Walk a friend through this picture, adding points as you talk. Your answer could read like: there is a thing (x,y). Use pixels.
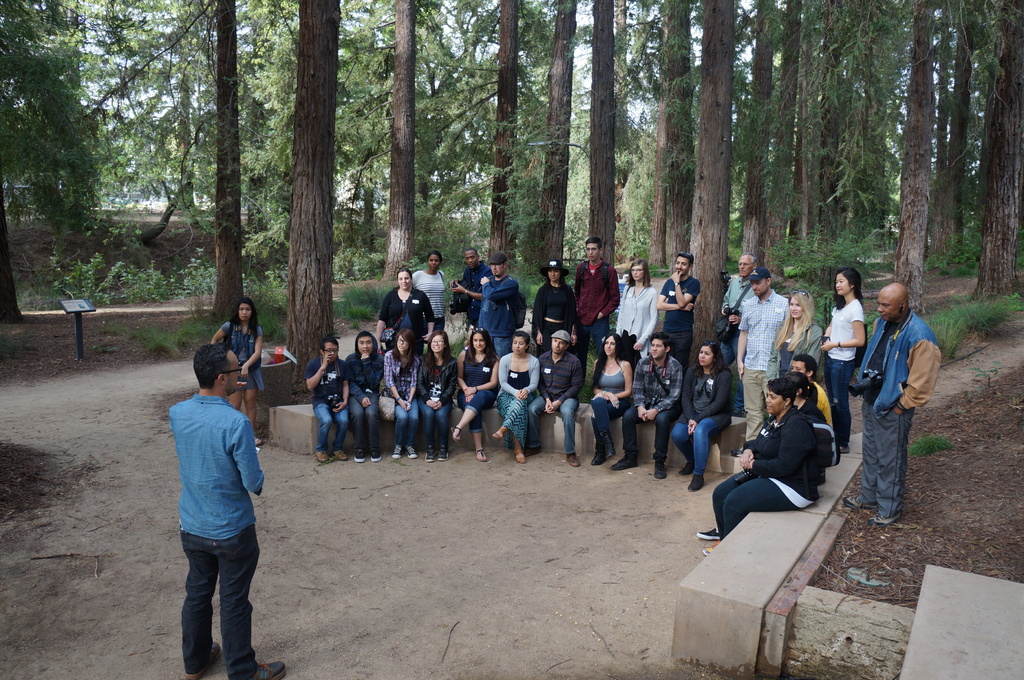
This is an outside view. Here I can see a man (213,569) standing and looking at the people (493,376) who are in the background (570,410). These people (636,348) are standing and few (527,396) are sitting and everyone (408,417) are looking at this man (221,443). In the background (509,144), I can see the trees (266,128).
